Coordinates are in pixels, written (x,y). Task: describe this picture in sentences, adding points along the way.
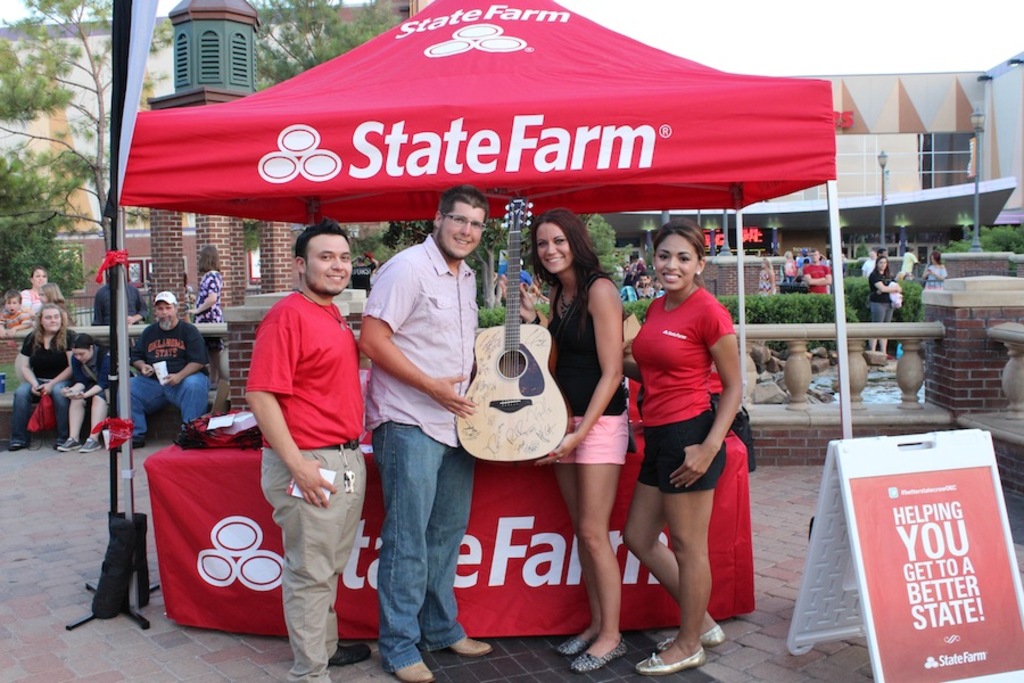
In this image I can see number of people (483,197) around this place. Here I can see four people (284,435) and two of them are holding a guitar (538,346). In the background (54,158) I can see number of trees (101,113) and a building (818,238).
